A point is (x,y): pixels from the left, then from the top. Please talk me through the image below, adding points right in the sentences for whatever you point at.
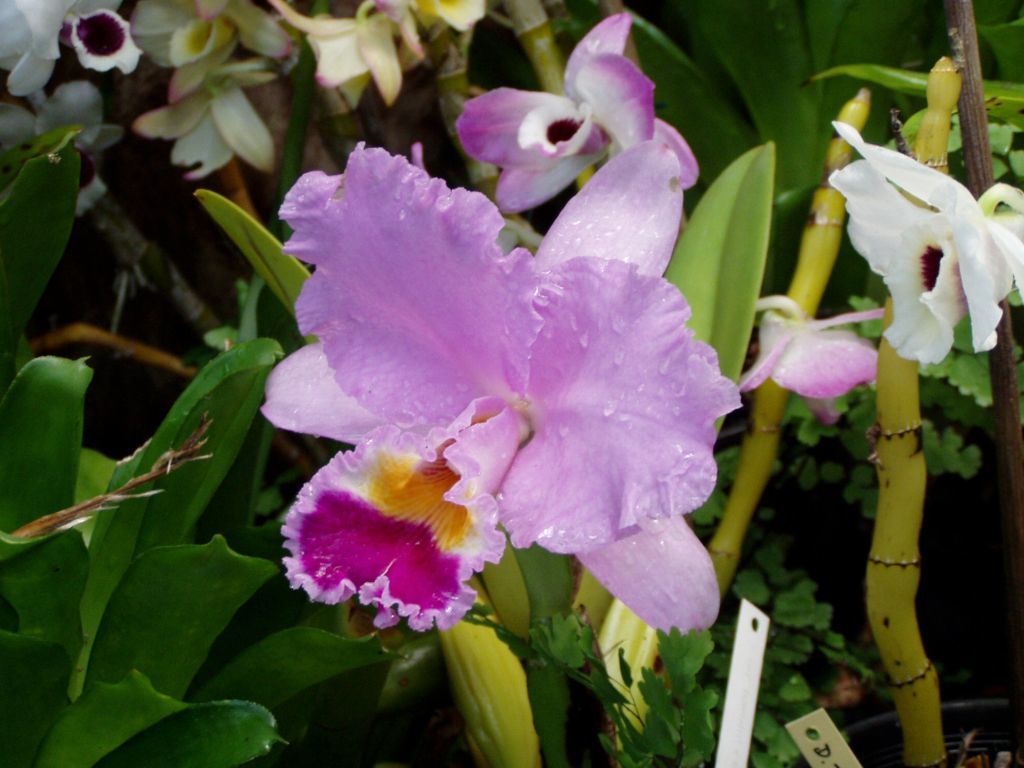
In this image we can see the flowers (441,336) and leaves (231,381) of a plant (439,419).
